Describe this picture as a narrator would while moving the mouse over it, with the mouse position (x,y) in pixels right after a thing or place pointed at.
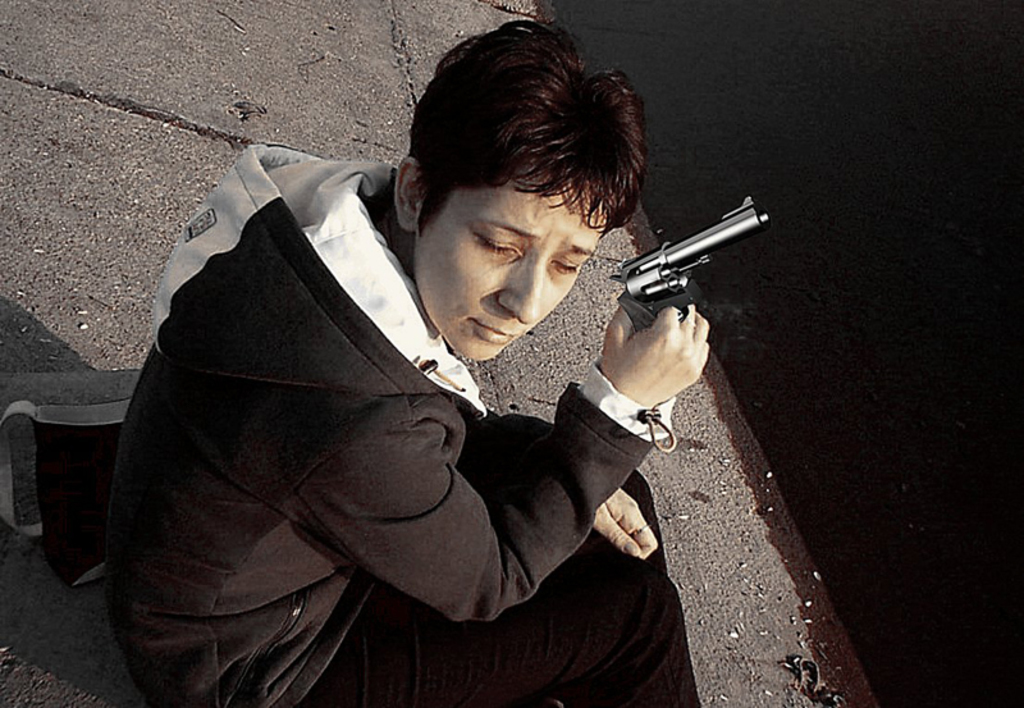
In this image we can see a person (600,434) holding a gun (664,262) and there is a bag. On the right side of the image (891,343) we can see water (856,608).
